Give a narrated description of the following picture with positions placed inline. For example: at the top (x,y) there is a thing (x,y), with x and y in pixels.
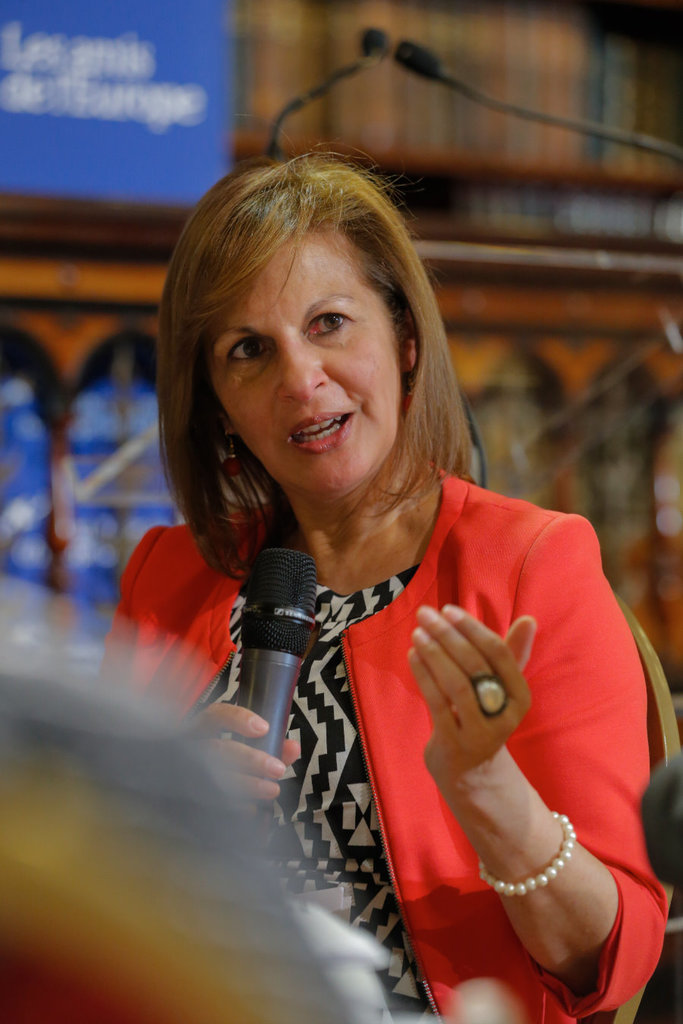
This picture shows a woman (606,695) Seated on the chair (632,627) and speaking with the help of a microphone (314,573).
